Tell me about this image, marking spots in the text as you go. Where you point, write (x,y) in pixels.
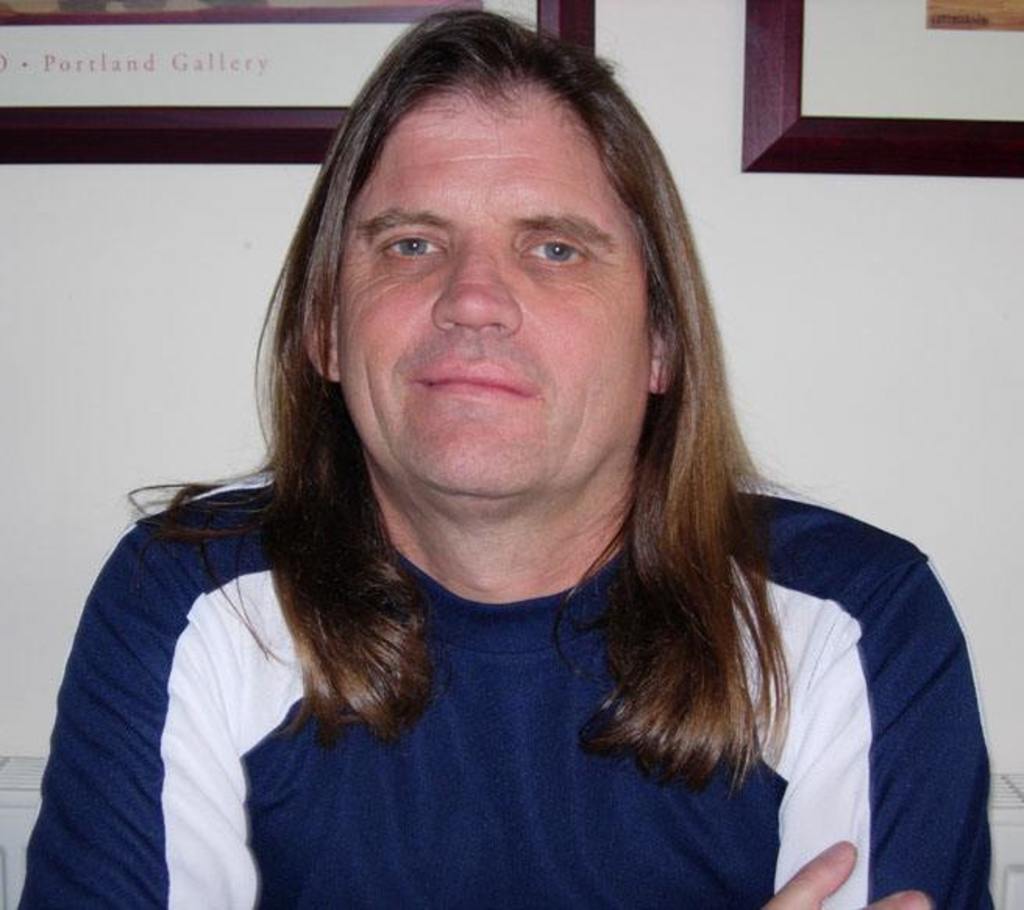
As we can see in the image there is a white color wall (745,227), photo frame (298,65) and a man (551,293) wearing blue color dress (533,731).
